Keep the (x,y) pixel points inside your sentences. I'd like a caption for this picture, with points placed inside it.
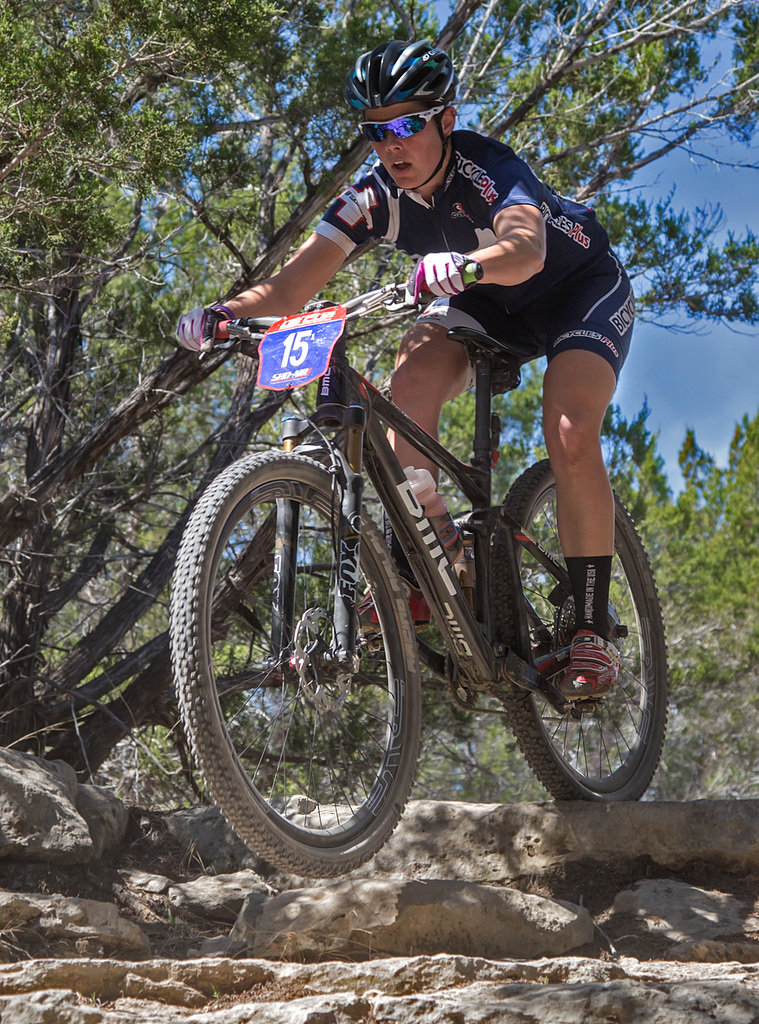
In this image we can see a person (528,329) riding bicycle (415,641), stones (83,840), trees (451,749) and sky (671,336).
